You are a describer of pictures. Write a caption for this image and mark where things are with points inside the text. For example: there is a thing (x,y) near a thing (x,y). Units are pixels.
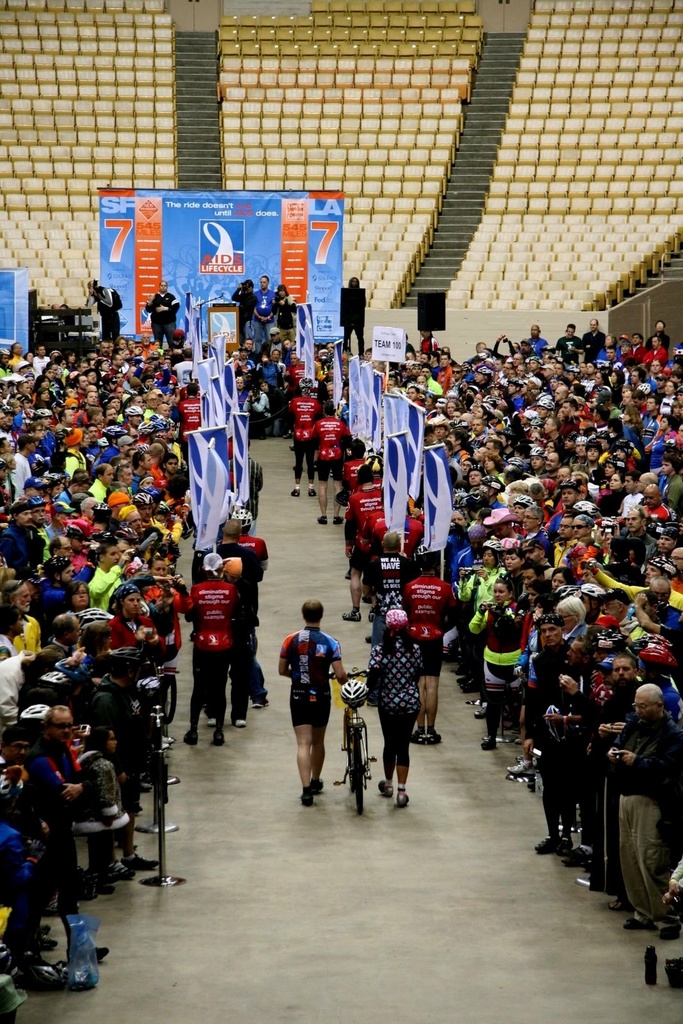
As we can see in the image there are group of people (677,649) here and there, banners (138,257), bicycle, stairs (492,119) and chairs (441,124).
